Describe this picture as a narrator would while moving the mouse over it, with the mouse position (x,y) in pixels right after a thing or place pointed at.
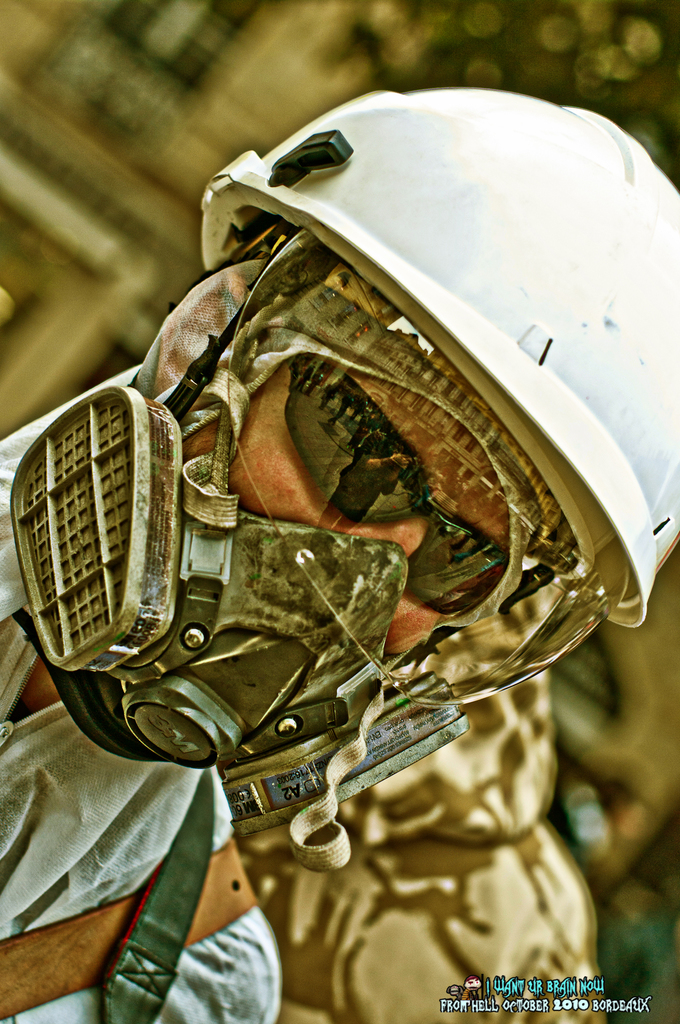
In this image there is a person (201,652) wearing a mask (289,561), goggles (430,526) and helmet (475,323). Background (215,83) is blurry. Right bottom there is some text (594,984).
